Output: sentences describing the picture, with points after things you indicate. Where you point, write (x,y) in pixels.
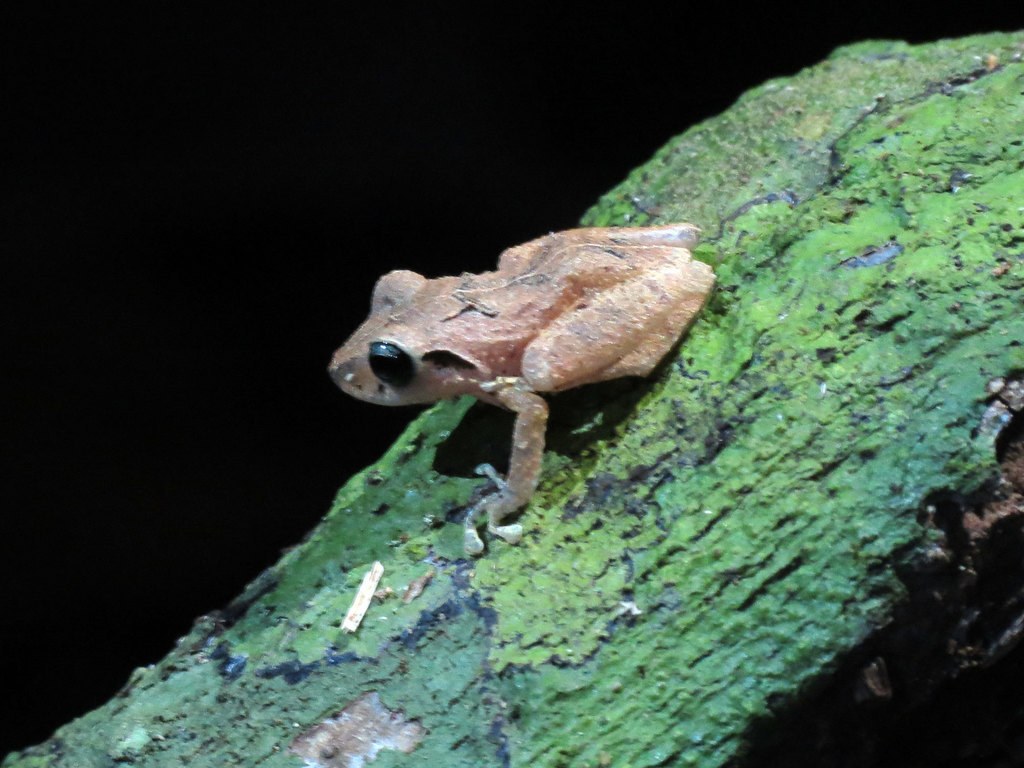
In this picture I can see a frog (606,345) on the tree bark (702,532) and I can see dark background (34,162).
